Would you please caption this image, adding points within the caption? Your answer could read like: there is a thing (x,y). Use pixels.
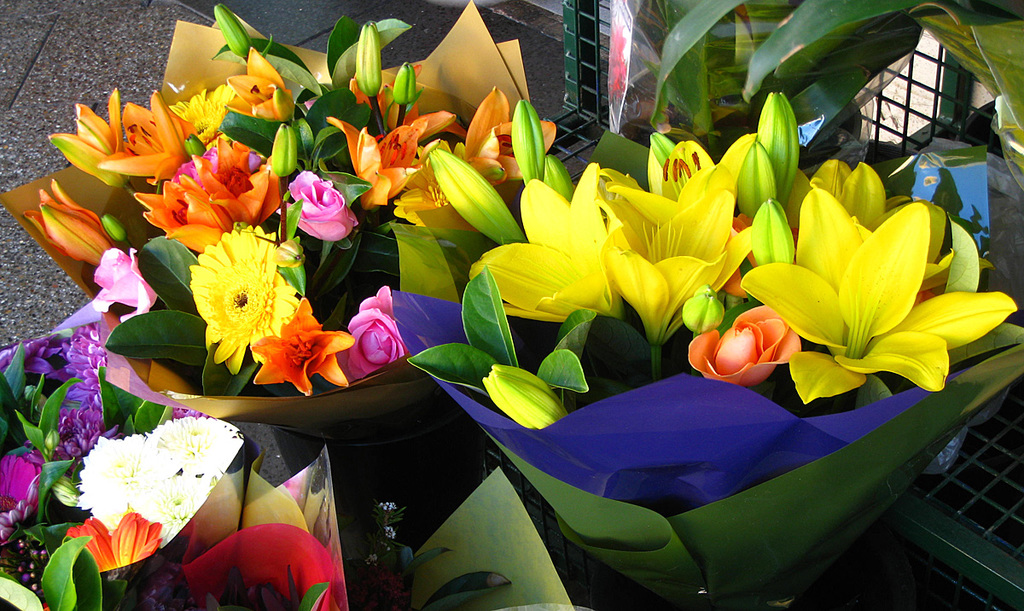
In this image we can see flower bouquets (233,480) placed on the ground (56,303).
